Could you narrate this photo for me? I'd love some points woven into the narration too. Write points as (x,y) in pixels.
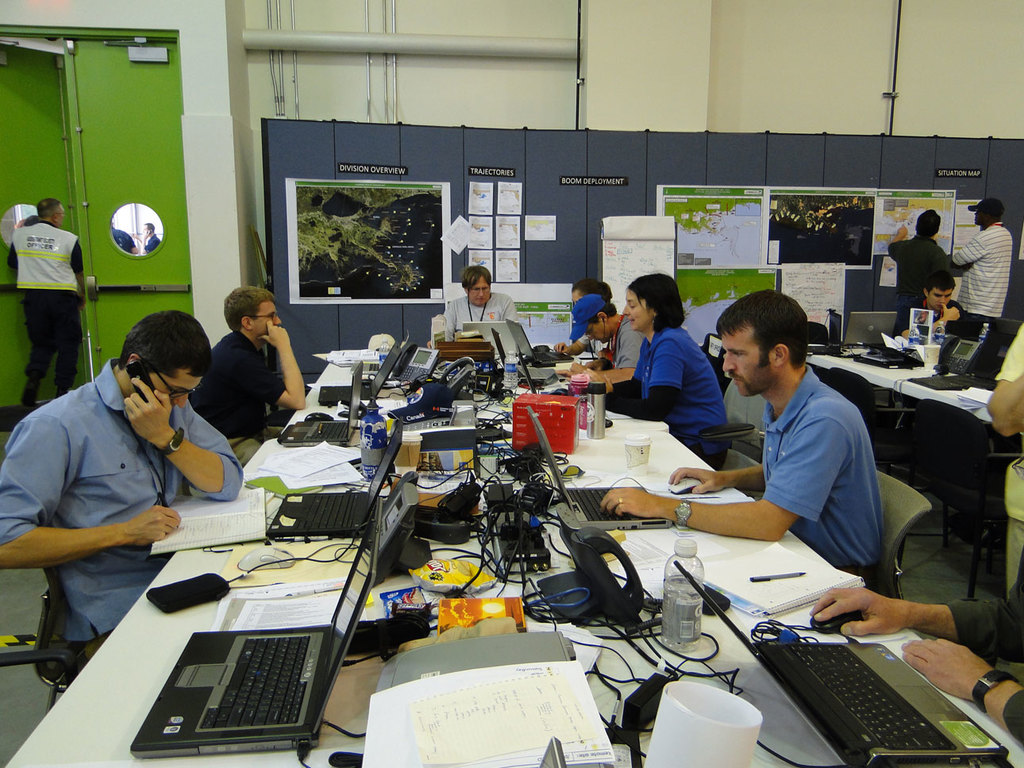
In this image there are few people (940,662) sitting on their chairs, in between them there is a table (407,484) with laptops (317,493), bottles (370,477), cables (522,506), books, papers (533,679) and few other objects (468,416) placed on it. In the background (498,244) there is a wall (611,203) with posters (428,212) and papers (965,214) on it. on the left side of the image (42,248) there is a person (45,273) standing in front of the door (115,219).
